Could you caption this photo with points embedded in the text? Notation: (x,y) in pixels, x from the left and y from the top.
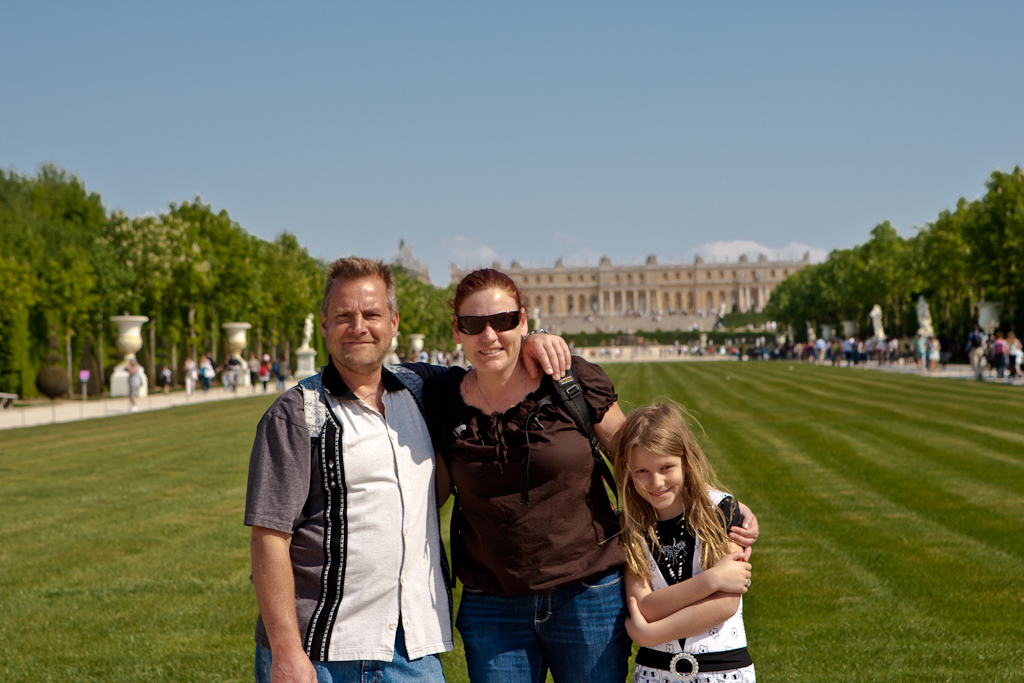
In this image there is grass (843,607) at the bottom (803,589). There are people (209,371), sculptures (136,379) and trees (259,245) on the left (58,338) and right corner (996,324). There are people (513,475) in the foreground (383,581). There is a building (674,301), there are trees (600,339) and people (631,315) in the background (683,310). And there is sky (636,178) at the top (647,143).
